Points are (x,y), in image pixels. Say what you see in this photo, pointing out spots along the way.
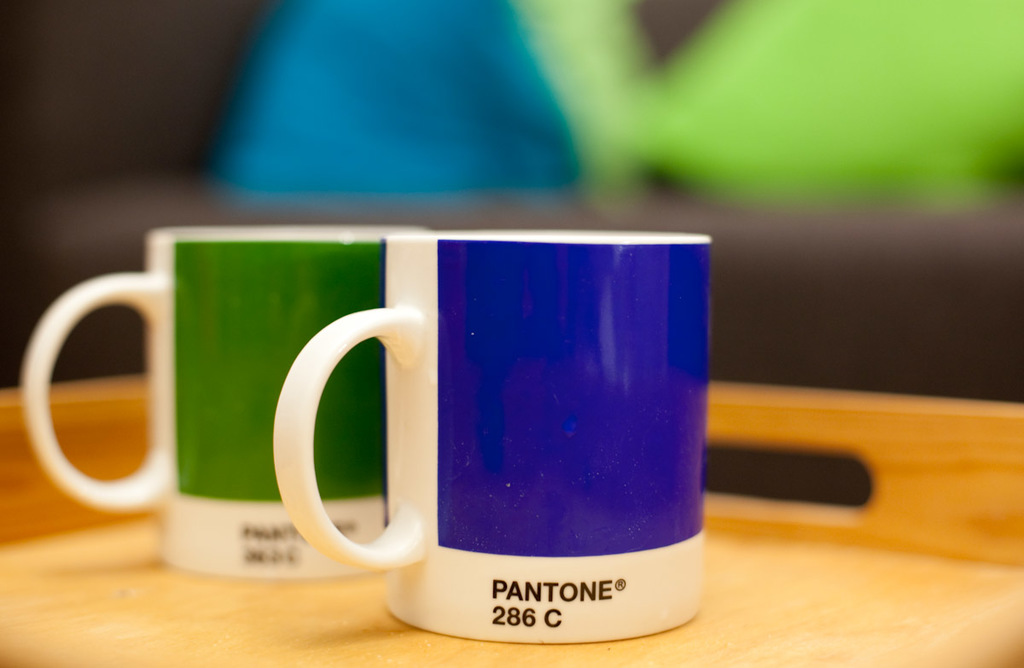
In this image we can see two coffee mugs (541,405) placed on a tray (725,514).
